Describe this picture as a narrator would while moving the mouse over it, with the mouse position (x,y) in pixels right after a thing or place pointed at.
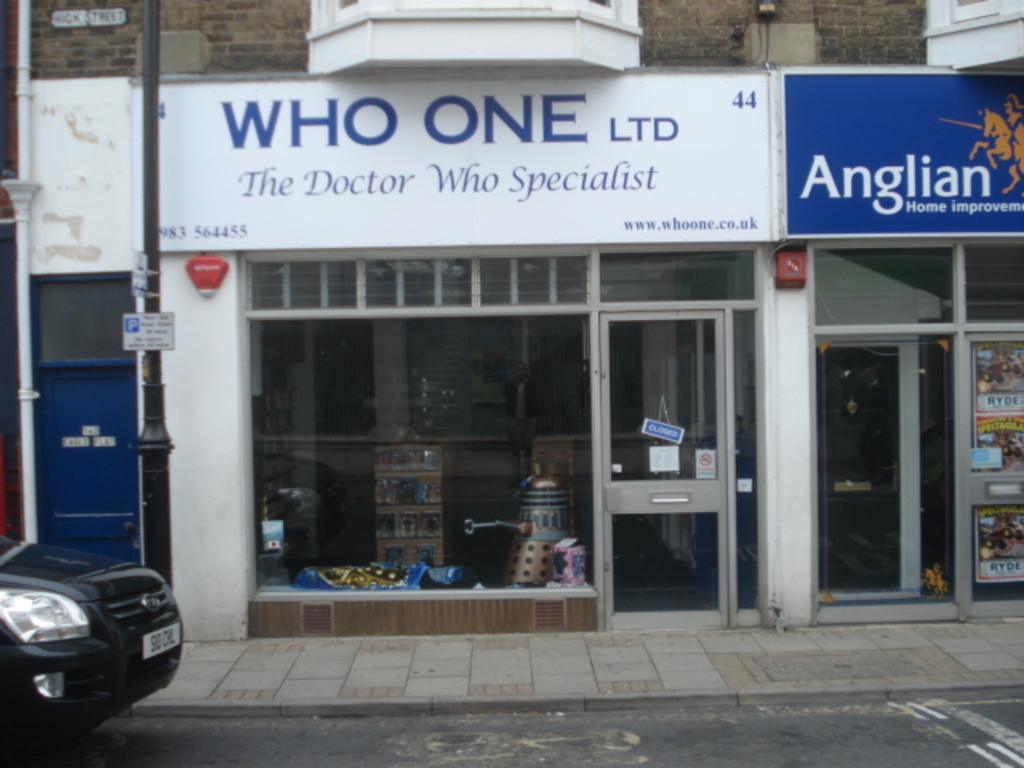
In this picture I can see a car (142,652) placed side of the road (428,758), side we can see some shops (400,284) to which we can see some boards (767,207).
